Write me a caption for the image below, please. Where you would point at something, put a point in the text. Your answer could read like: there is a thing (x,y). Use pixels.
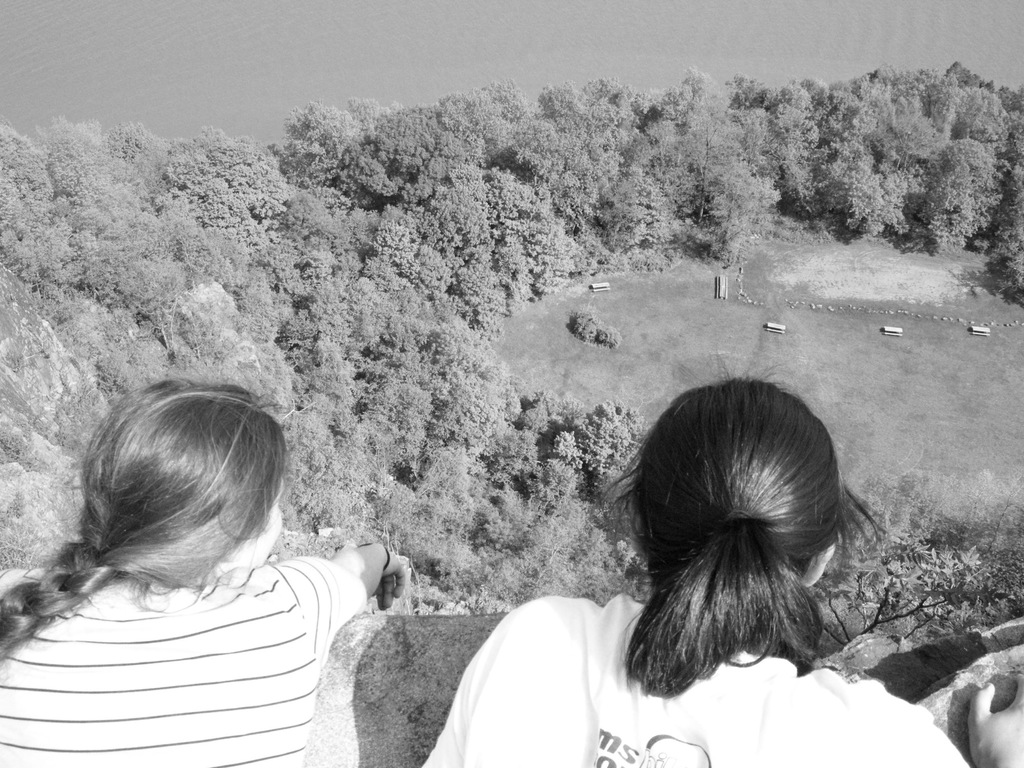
In the picture I can see two women (228,544) and trees (413,394). In the background (768,354) I can see benches (778,332) on the ground (781,344). This picture is black and white in color.
